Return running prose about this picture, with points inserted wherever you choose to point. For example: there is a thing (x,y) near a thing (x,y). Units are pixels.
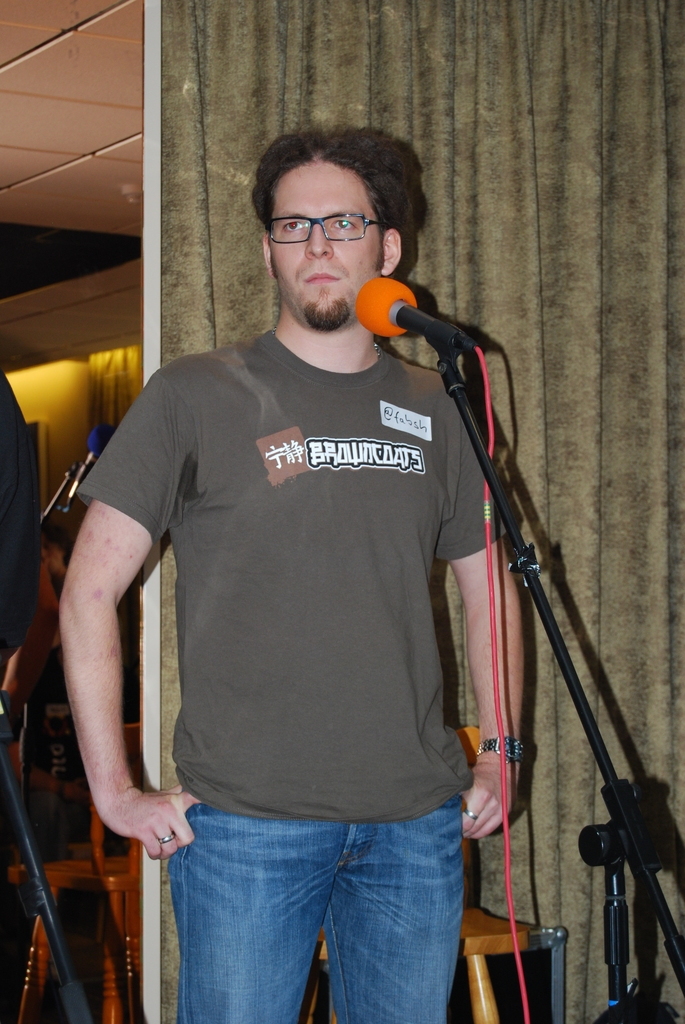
In the center of the image (410,527), we can see a man (160,475) standing and wearing glasses (285,226). In the background (182,253), there is a curtain (192,315) and we can see a mic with a stand (587,833) and there are chairs (472,931) and some other objects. At the top (59,70), there is a roof (55,95).
